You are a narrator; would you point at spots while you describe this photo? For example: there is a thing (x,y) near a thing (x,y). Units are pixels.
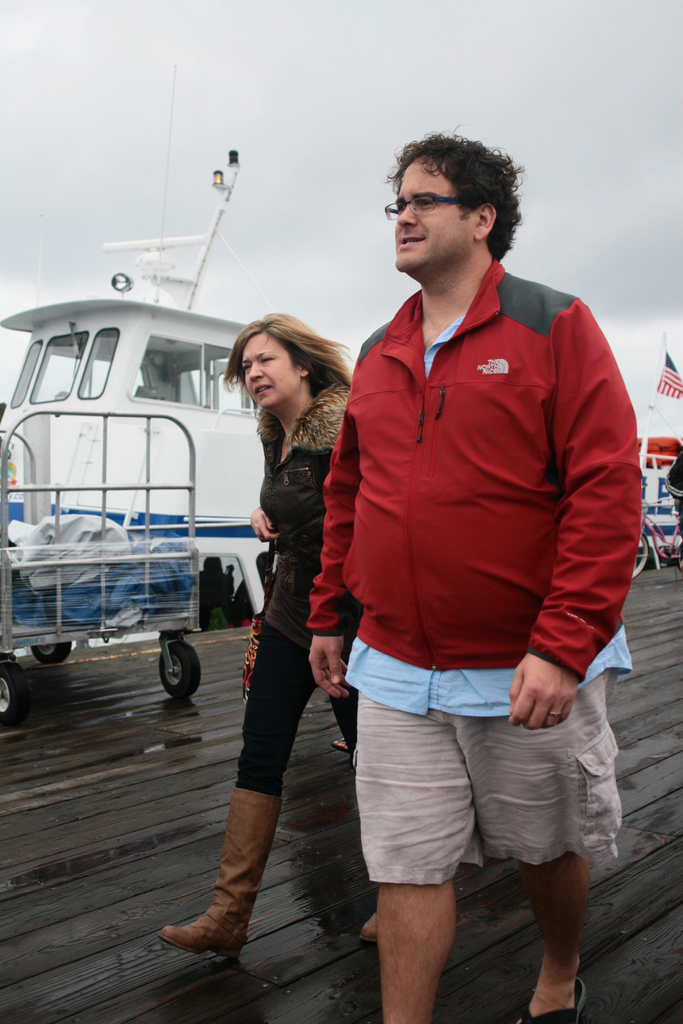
In this image, I can see the man (312,667) and woman (253,877) walking. This is a kind of a wheel cart (181,619). In the background (178,389), I think this is a boat (239,531). On the right corner of the image (672,362), I can see a flag (673,371) hanging and a bicycle (669,542). This is the sky (499,50).
